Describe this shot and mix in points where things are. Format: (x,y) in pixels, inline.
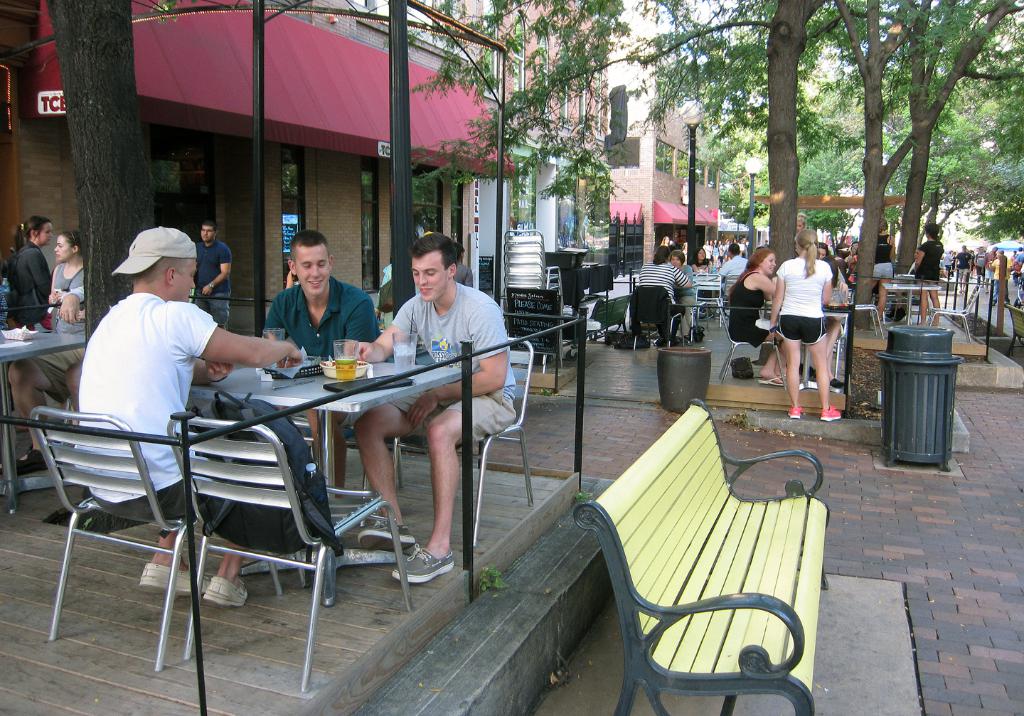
Here we can see that a group of people (186,290) sitting on the chair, and in front (297,369) here is the table (297,385) and cups (353,344) and some other objects (355,386) on it, and here is the table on the floor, and here is the tree (594,90), and here is the building (410,65).
